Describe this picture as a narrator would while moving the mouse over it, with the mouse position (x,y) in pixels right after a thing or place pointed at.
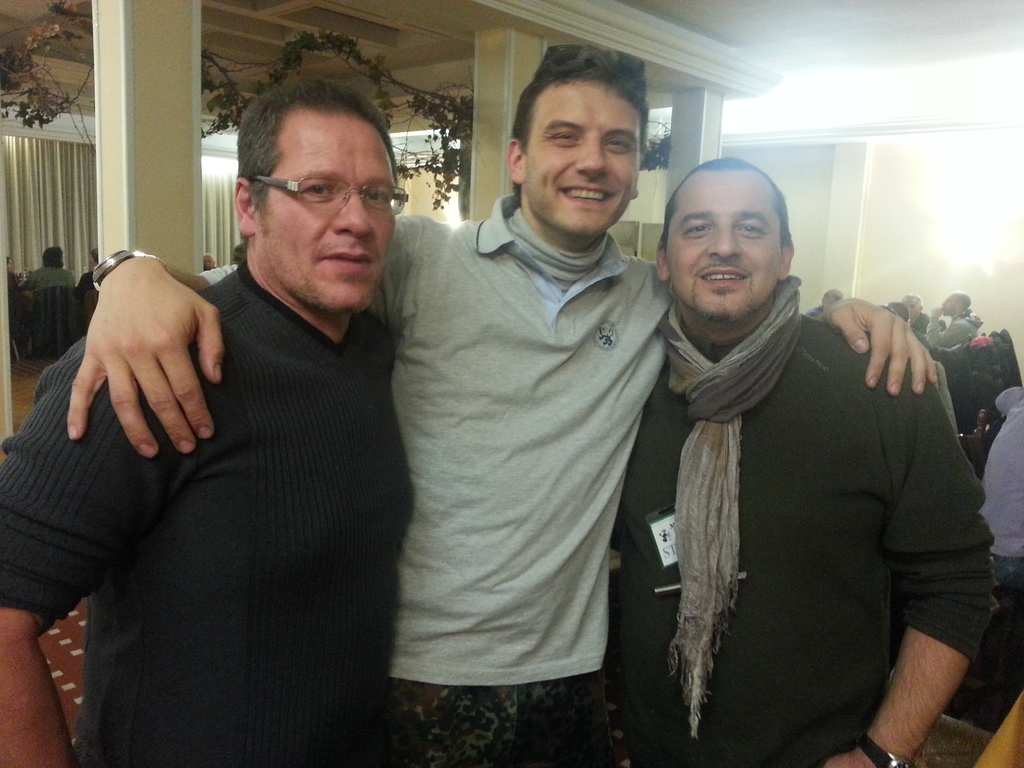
In this image I can see three persons (381,388) are standing in the front (104,741) and I can see the left one (338,219) is wearing a specs (356,190). In the background (672,92) I can see plants (654,159), pillars (679,168), lights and curtains (225,194). I can also see few people (1015,537) are sitting in the background (1001,507).
